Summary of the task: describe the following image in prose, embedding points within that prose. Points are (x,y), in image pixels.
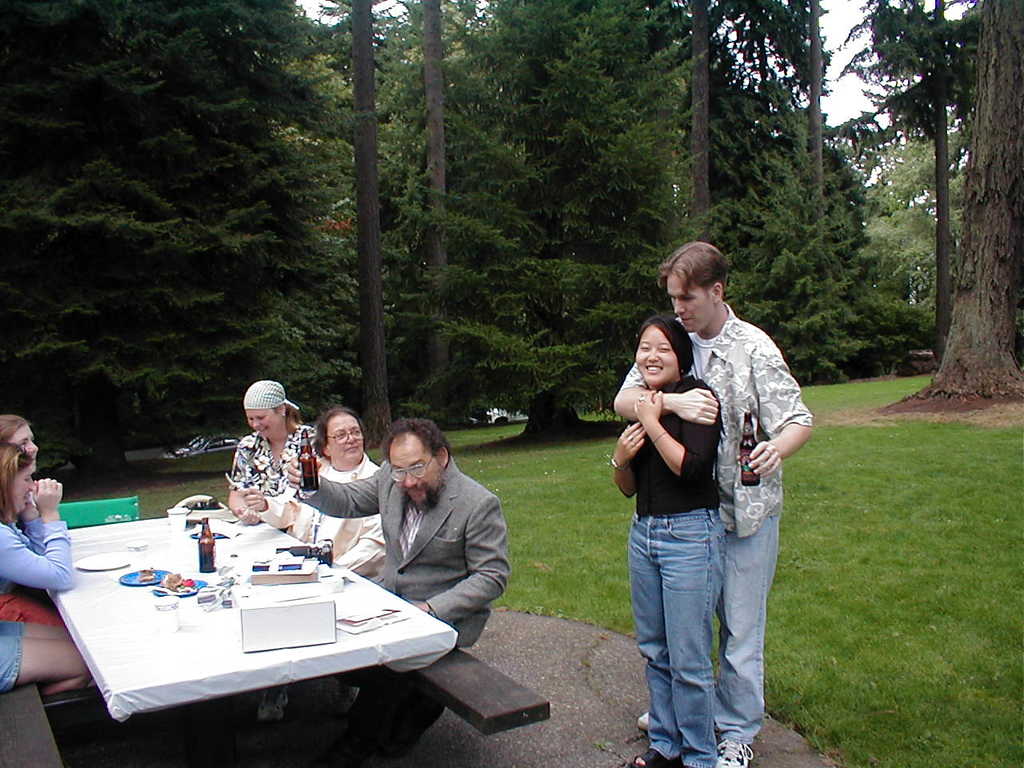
in this image i can see a table (195,603) on which there is a bottles (200,542), plates (136,575). people (458,571) are sitting on the bench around the table (122,525). people (681,595) on the right (694,595) are standing. behind them there are trees (431,163).
